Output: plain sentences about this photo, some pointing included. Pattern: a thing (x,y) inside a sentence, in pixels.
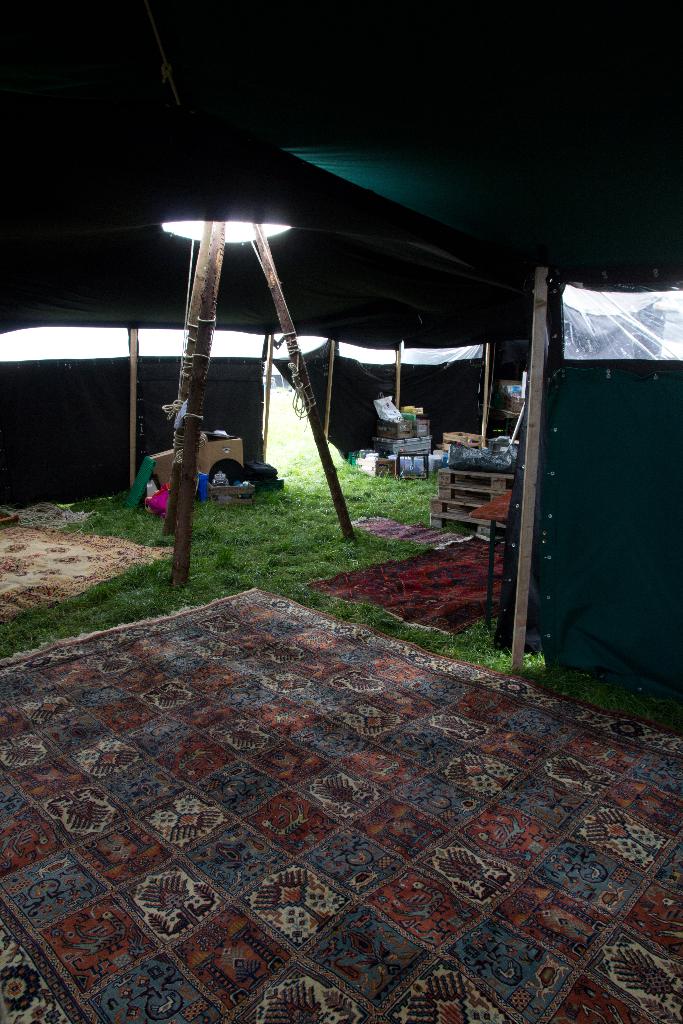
In this image, we can see poles (171,532), tent (117,365), clothes (606,445), carton boxes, few objects (393,469) and things (357,455). Here we can see grass (271,539) and mats (408,527).
